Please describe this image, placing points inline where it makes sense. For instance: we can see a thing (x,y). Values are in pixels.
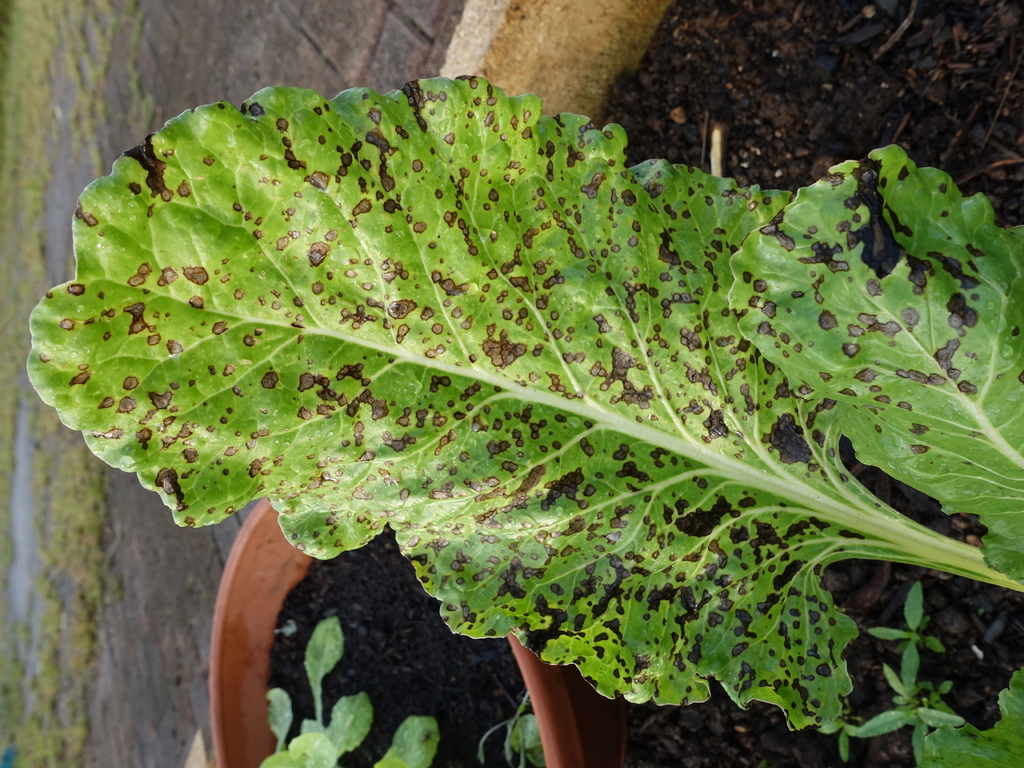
In the image we can see there is a leaf (364,414) on which there are black spots (435,385) and there are other plants (282,709) kept in a pot (261,669).
